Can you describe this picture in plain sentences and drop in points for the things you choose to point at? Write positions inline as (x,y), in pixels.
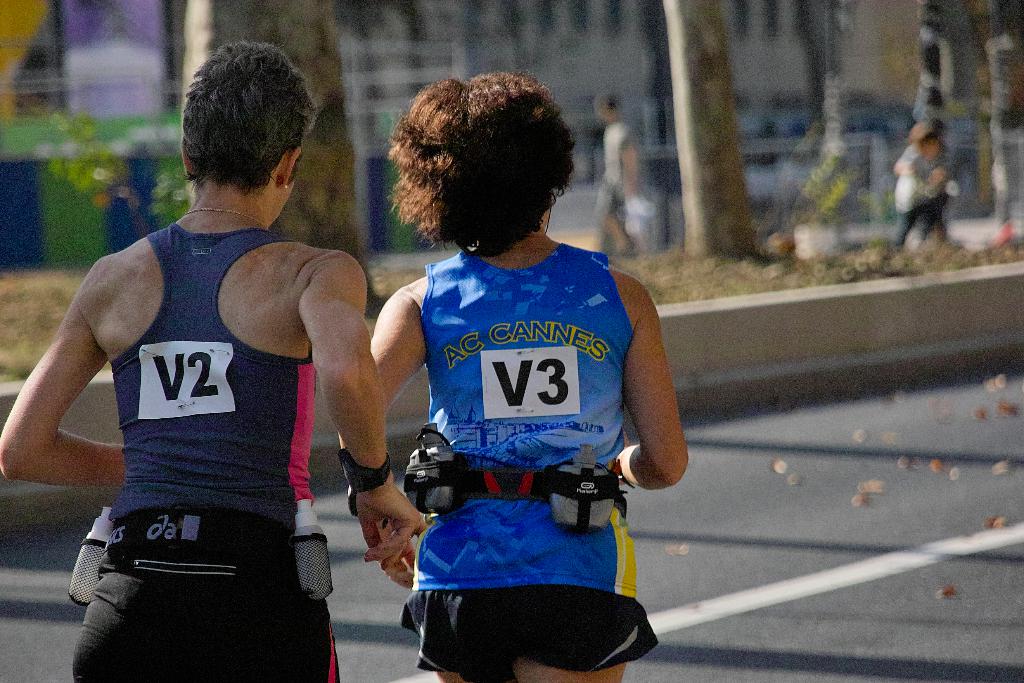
In the picture we can see two persons (291,288) running on the road (693,494), they are wearing a blue sports wear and belts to it and in the background (918,173), we can see a path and on it we can see a pole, plants (104,181) and some persons (899,173) standing on the other side of the road (672,492).
